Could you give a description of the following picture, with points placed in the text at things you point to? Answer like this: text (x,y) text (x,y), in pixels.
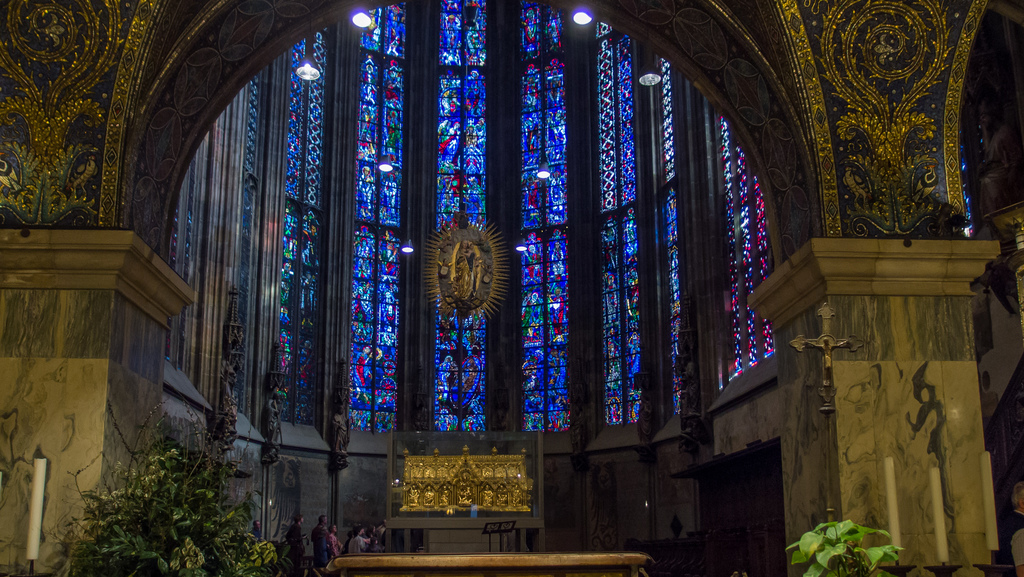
On the other side of the image there are two pillars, besides the pillar (884,541) there are plants (212,547), in front of the image there are a few people (320,538) standing, in front of them there is a golden object (440,496) in the glass display (400,487), at the top of the image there are lamps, in the background of the image (452,260) there is an object (463,251) hanging from the top, behind that there are colored glass windows (371,148) and some statues (421,398) on the pillars (516,361).
